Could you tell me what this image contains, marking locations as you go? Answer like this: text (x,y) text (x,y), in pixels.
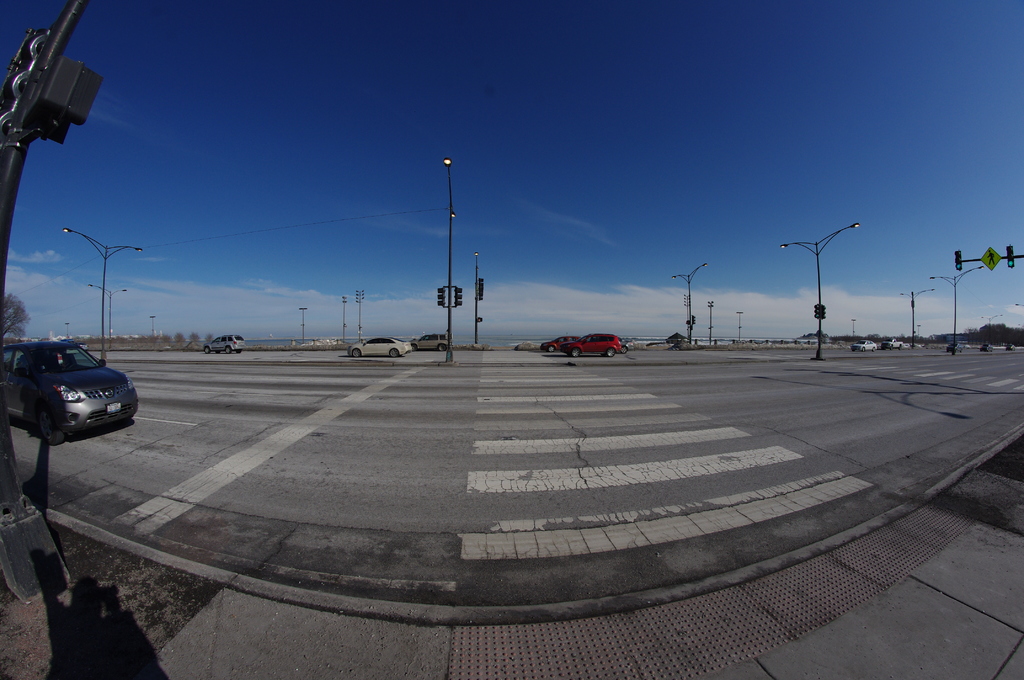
At the bottom of the picture (556,562), we see the road (526,524). Here, we see many vehicles (615,349) moving on the road (203,402). There are many street lights (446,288) and traffic signals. On the right side (959,254), we see the traffic signal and a board (992,262) in green color. On the left side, we see a black pole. There are trees (192,339) and buildings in the background (139,340). At the top (659,160), we see the sky (416,166), which is blue in color.
